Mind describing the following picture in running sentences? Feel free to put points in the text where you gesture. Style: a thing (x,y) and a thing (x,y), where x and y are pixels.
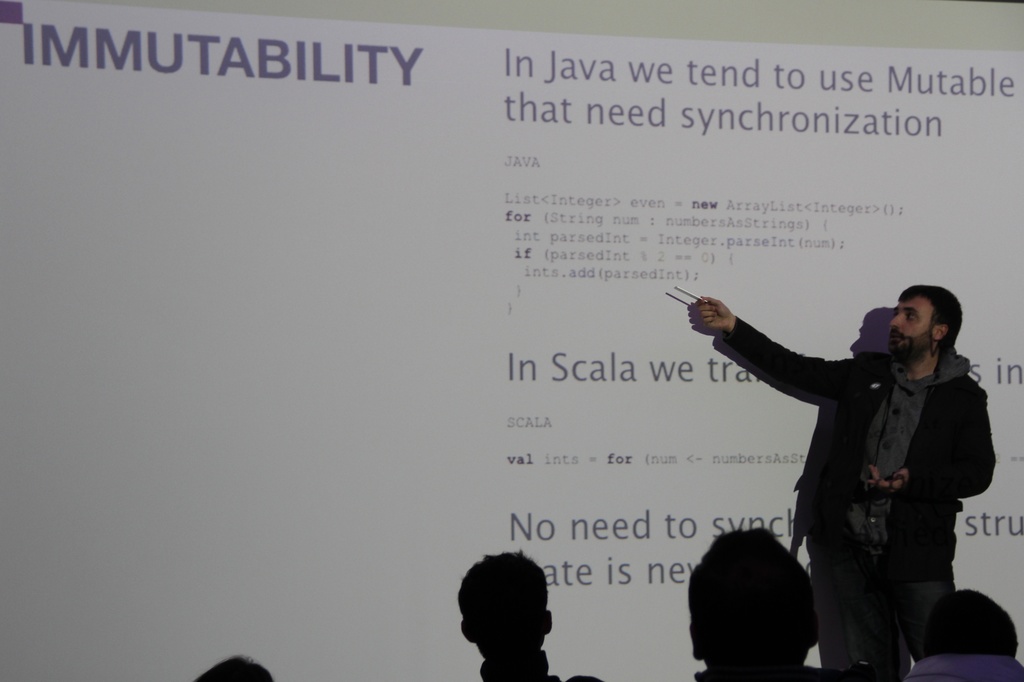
In this image on the right side (914,432) there is one person (892,486) standing and he is explaining something. In the background (790,199) there is a board (243,164), on the board (471,124) there is some text (789,207) and at the bottom (956,644) there are some people (501,651).
